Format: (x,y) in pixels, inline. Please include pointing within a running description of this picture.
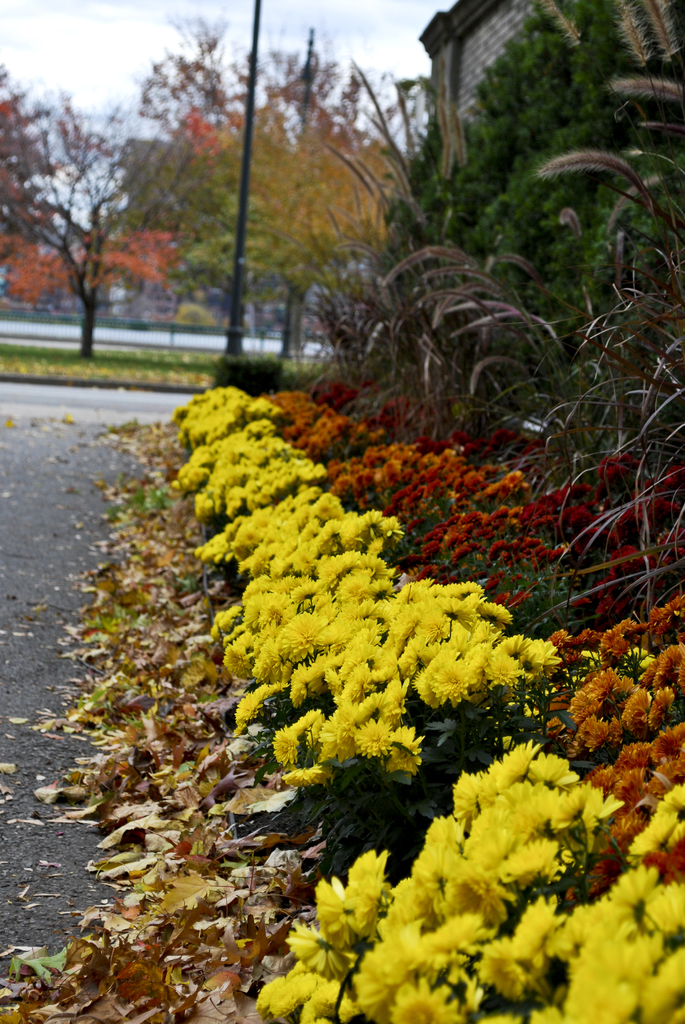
In this image we can see some plants (379,699) with flowers (401,611) on it, there are some trees (481,264), leaves (130,743), pole (231,336), road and the wall (476,53), in the background (244,62) we can see the sky (107,21).
